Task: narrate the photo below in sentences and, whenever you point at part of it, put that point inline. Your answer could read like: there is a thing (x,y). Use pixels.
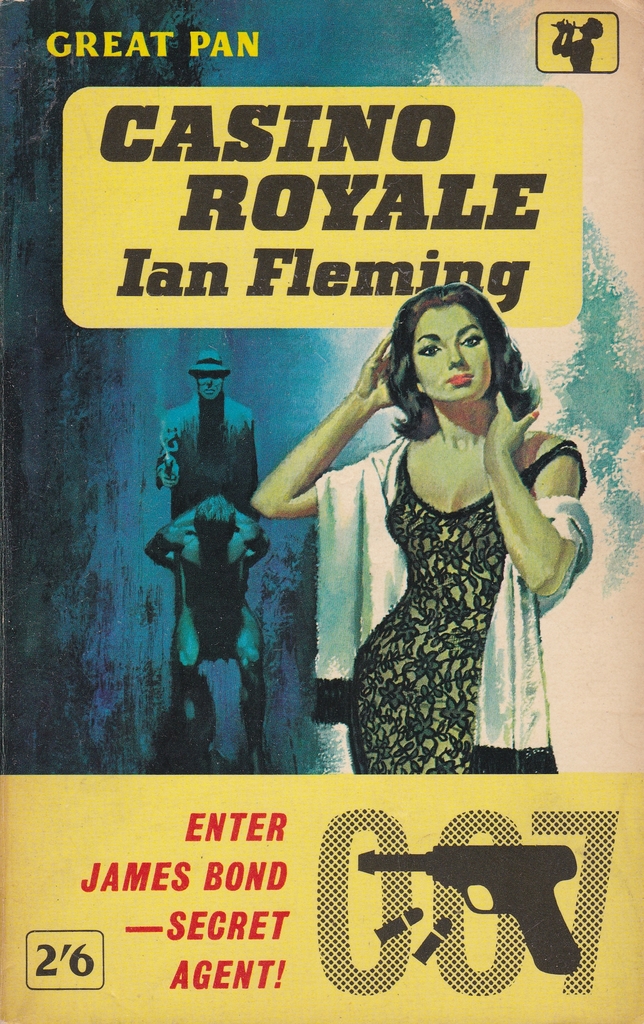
Here we can see a poster (458,517). On this poster (446,655) we can see picture of a woman (389,528), two persons (233,733), gun (449,855), bullets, and text (591,902) written on it.
